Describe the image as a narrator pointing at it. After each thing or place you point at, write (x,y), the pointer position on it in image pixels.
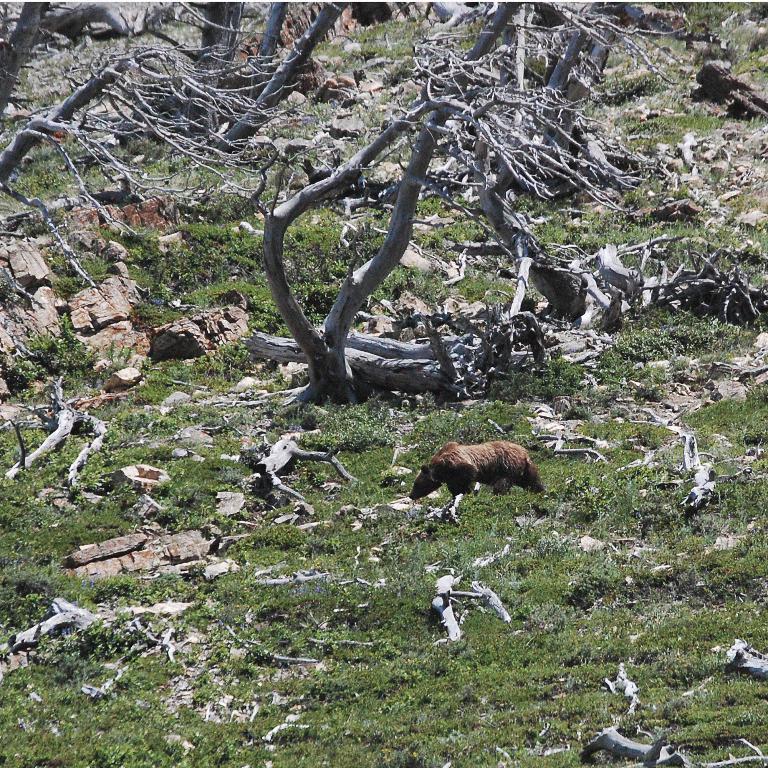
To the bottom of the image (477,607) there is a ground (695,554) with grass (410,573) and few stones (186,556) on it. In the middle of the grass (254,607) there is an animal (461,478) walking. And on the ground (249,362) there are dry branches (388,366) and big stones (41,292).
